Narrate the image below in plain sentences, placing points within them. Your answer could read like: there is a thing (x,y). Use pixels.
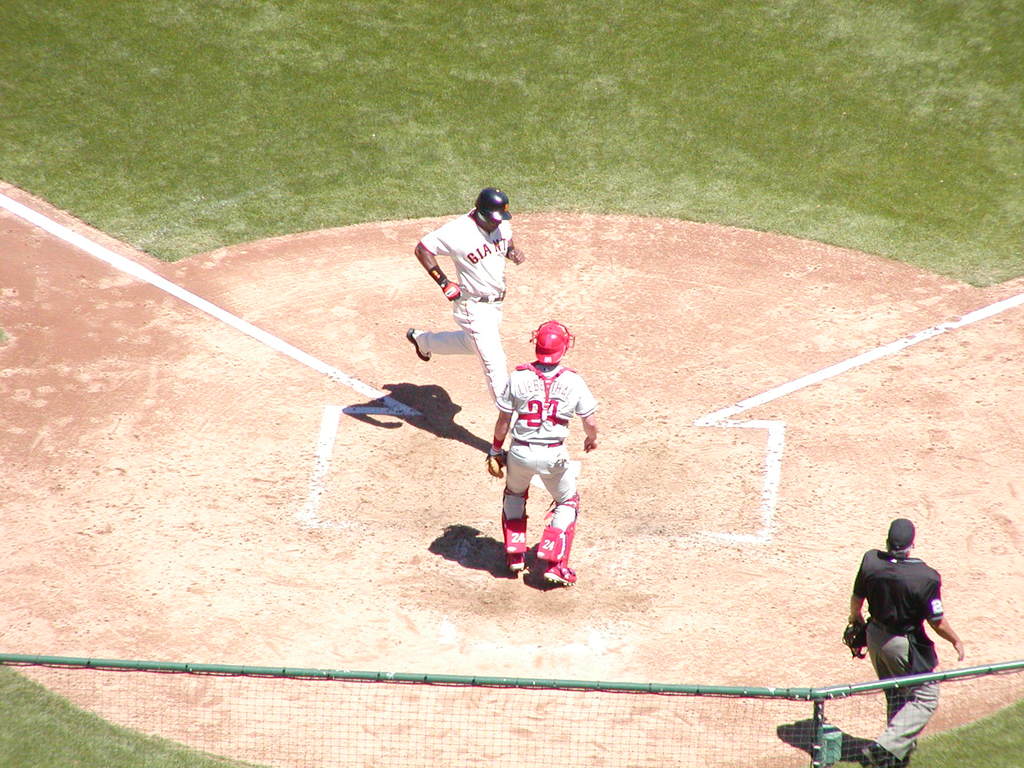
In this image I can see ground (296,280) and on it I can see grass (297,225), shadows (384,395), white lines (369,393) and I can see few people (873,561) are standing. I can see two of them are wearing white dress (437,234) and one is wearing black. I can also see two of them are wearing helmets (486,217), gloves (455,288) and here I can see something is written on their dresses (470,262). I can also see fencing (663,702) over here.
